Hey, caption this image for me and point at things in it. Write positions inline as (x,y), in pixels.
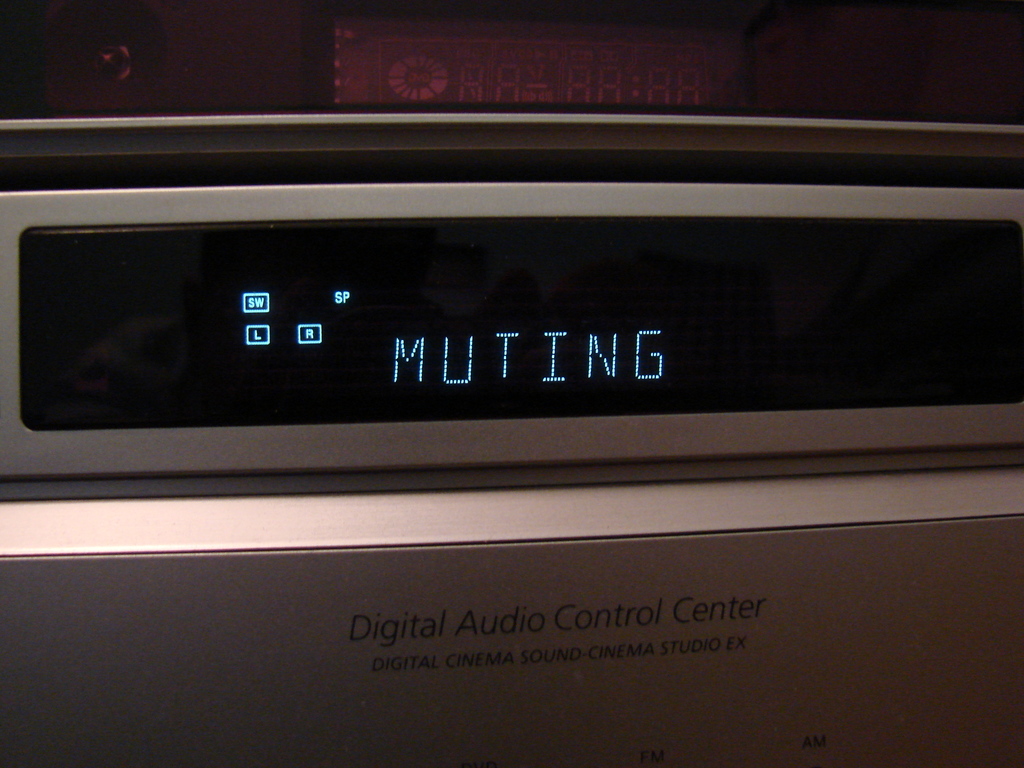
In the middle of the picture (564,373), we see a display device (573,288). It is displaying something. At the bottom of the picture (477,686), we see a white color thing (512,589) on which "Digital Audio Control Center" is written. In the background (471,147), it is in brown and black color. This picture might be clicked in the dark.
